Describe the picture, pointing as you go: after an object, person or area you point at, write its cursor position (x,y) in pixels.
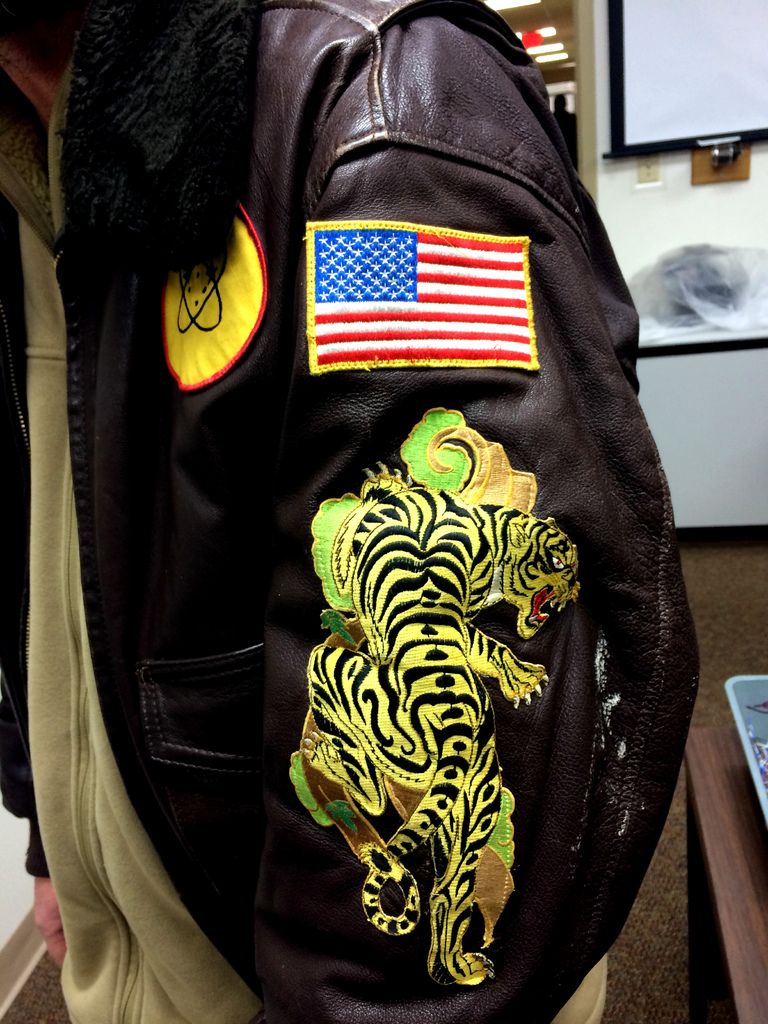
To the front (150,530) middle of the image (482,439) there is a man (225,166) with black jacket (576,285) with a flag (331,300) and tiger symbol (437,642) on it. To the right top corner of the image (666,15) there is a white screen (694,74) and below the screen (667,72) there is a table (712,473) with a cover (722,275) on it. And to the right bottom corner of the image (709,752) there is a table (748,771).
